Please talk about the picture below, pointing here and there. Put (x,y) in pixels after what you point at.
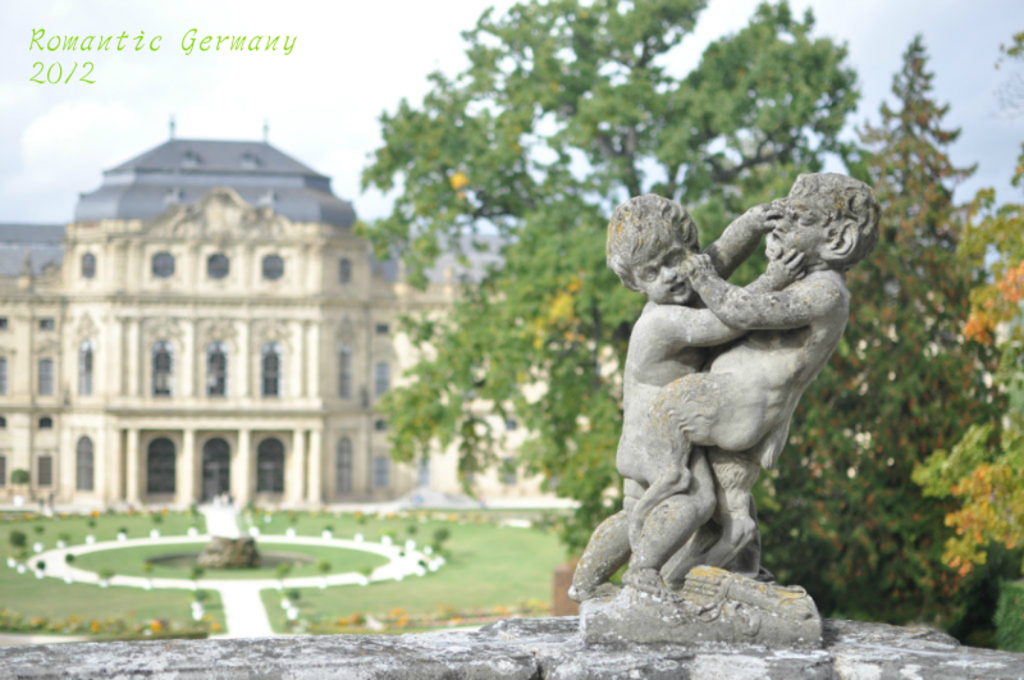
In this image in front (675,554) there are statues (650,485). In the background of the image (230,300) there are buildings (128,461). On the right side of the image (881,410) there are trees (443,142). At the top of the image (300,58) there is sky (270,74). In the center of the image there is a statue (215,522). There are plants (14,607) and flowers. There is some text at the top of the image (195,47).
